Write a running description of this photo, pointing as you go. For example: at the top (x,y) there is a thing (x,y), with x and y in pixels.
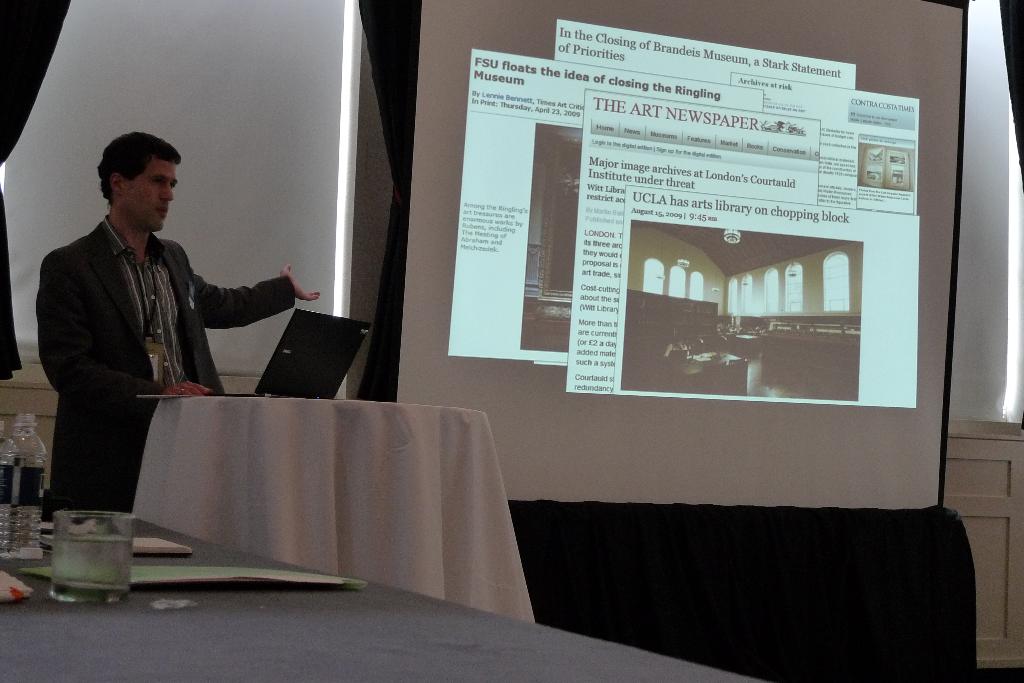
In the picture we can find a man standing near the table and explaining something to the people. And on the table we can find a laptop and near to it we can find another table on that we can find a glass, bottle (27,418) and file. In the background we can find a screen (609,58) with some information (601,69) focused on it.
